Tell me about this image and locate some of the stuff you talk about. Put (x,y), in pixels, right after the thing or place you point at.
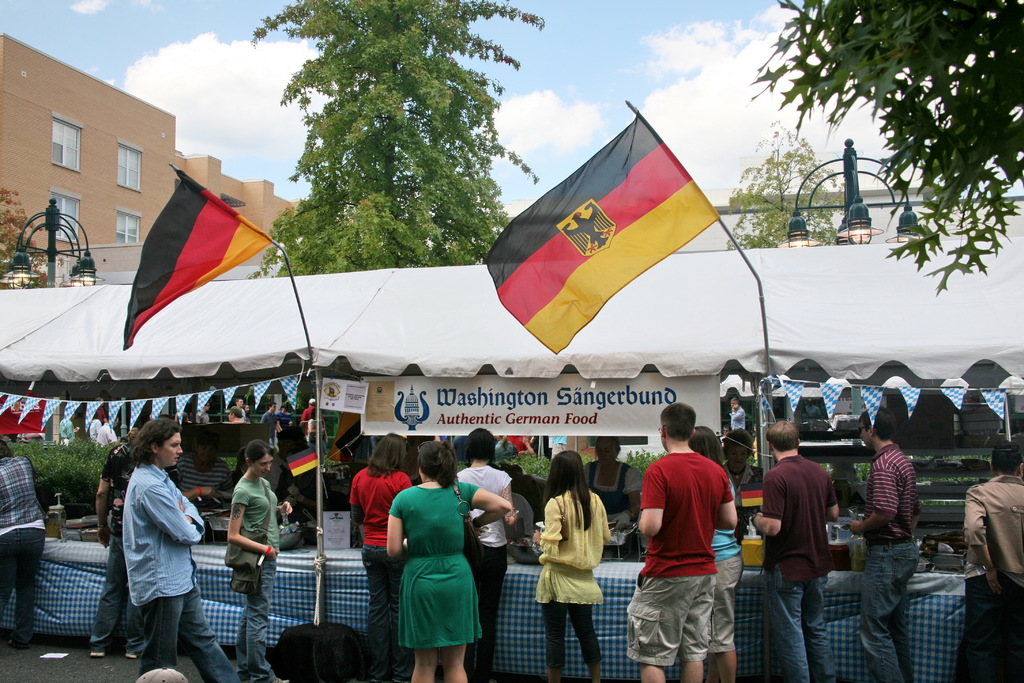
In this picture, there are group of people (884,501) standing before the food stalls (396,433). The food stalls (309,545) are placed under the tents (259,351). On the tents (774,293), there are flags (177,278) with different colors. At the bottom left (151,475), there is a man (179,499) wearing blue shirt (165,528) and blue jeans (197,625). Beside him, there is a woman (259,501) wearing green t shirt (252,512) and carrying a bag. In the center (562,449), there is a woman (555,647) in yellow top (556,548). On the top (200,61), there are buildings (220,181), trees (890,156), lights (847,160) and a sky (737,130).
